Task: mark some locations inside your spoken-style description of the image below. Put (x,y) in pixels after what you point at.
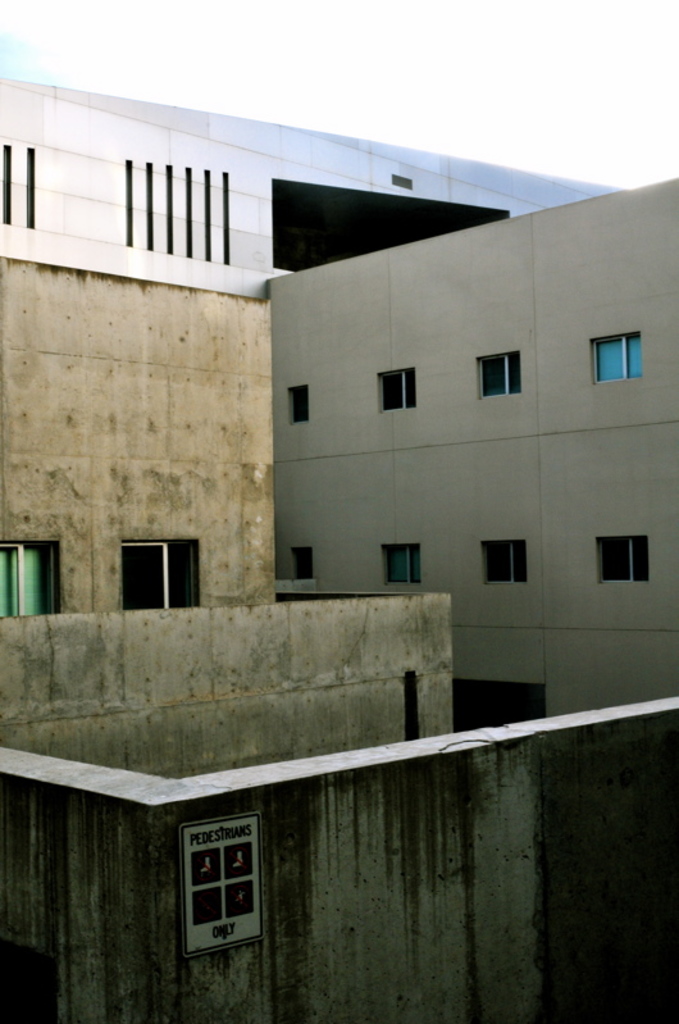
In this image there are some buildings (237,428) and some glass windows (12,574), at the bottom (199,910) there is one board (201,939). On the board (209,878) there is text (225,925), at the top (323,32) there is sky (310,101).
